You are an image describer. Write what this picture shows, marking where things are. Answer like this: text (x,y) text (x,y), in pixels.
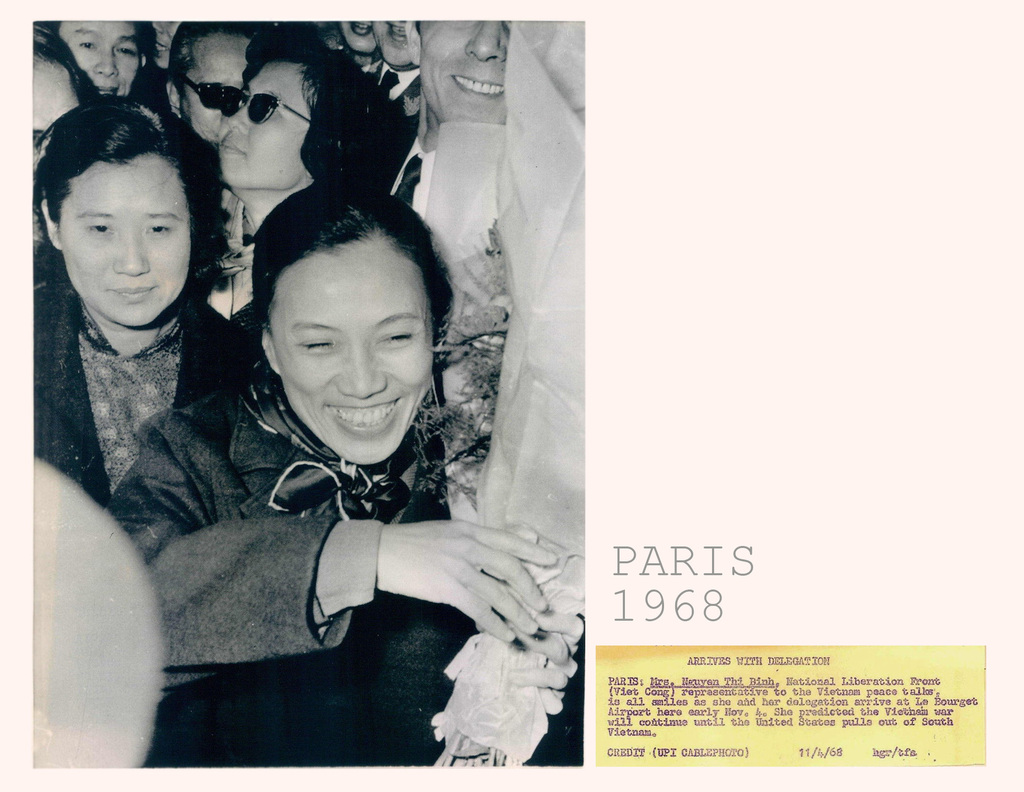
In this image on the left side (234,327) there are some people (242,439) who are standing and some of them are smiling, on the right side (705,710) there is some text (657,678).
